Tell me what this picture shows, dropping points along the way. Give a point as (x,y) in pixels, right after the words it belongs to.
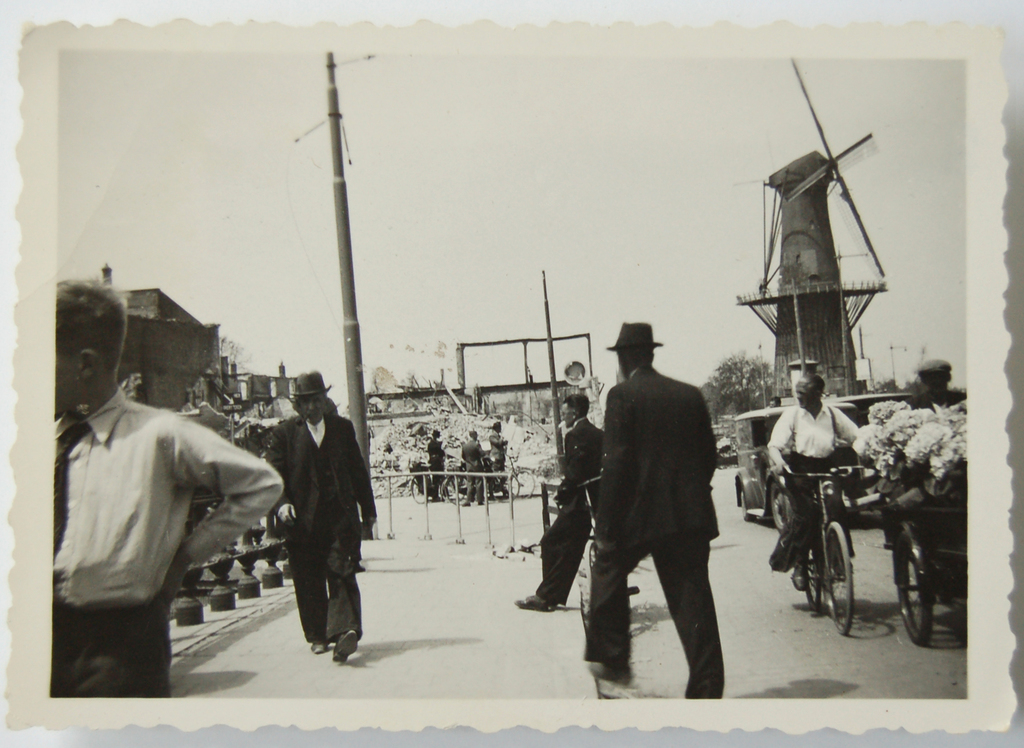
In this image I can see number of people (143,473), few vehicles (959,438) and on the right side (790,557) I can see one person (805,511) is sitting on the bicycle (831,488). In the background (161,344) I can see few poles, a building (160,363) and a windmill (770,311). I can also see few trees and I can see this image is black and white in colour.
